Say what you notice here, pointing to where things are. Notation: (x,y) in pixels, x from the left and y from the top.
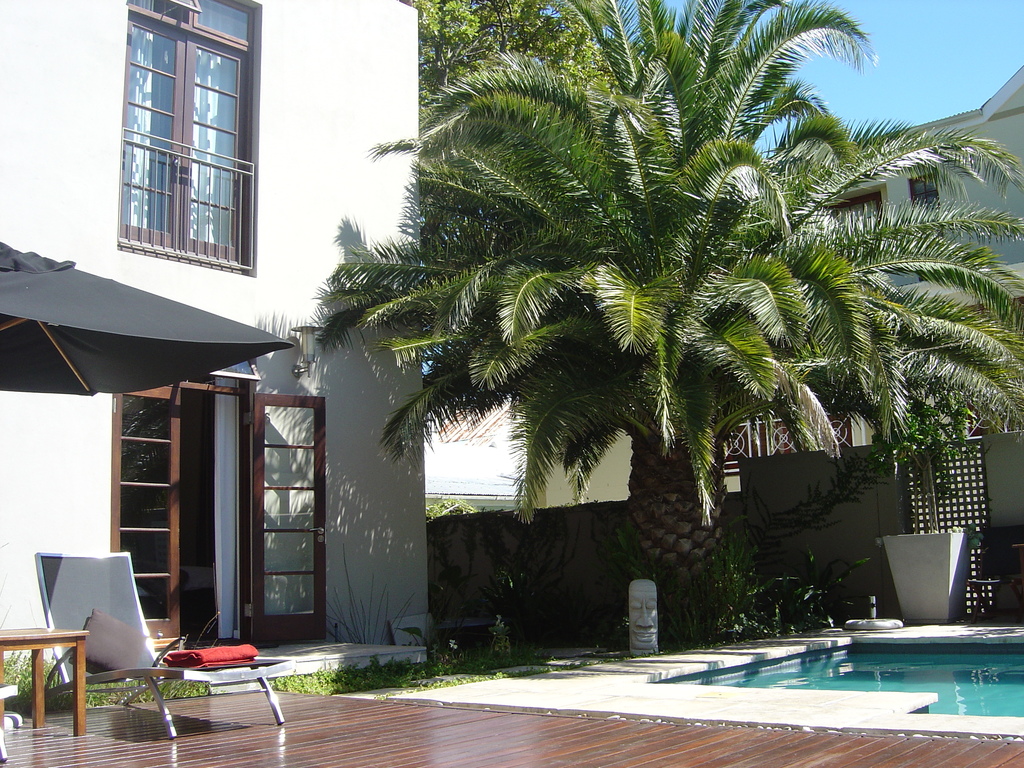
On the left side (91,189) there is a building (169,267) with doors (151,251) and windows (197,57). Near to that there is a chair (133,674) and a table (83,653). On the ground (400,674) there is grass (363,679). Also there are trees (698,396) and a compound wall (799,475). Near to the tree (642,540) there is a sculpture (639,623). Also there is a swimming pool (793,662). On the right side (1016,259) there is another building (908,191). In the background (874,128) there is sky (825,88).
